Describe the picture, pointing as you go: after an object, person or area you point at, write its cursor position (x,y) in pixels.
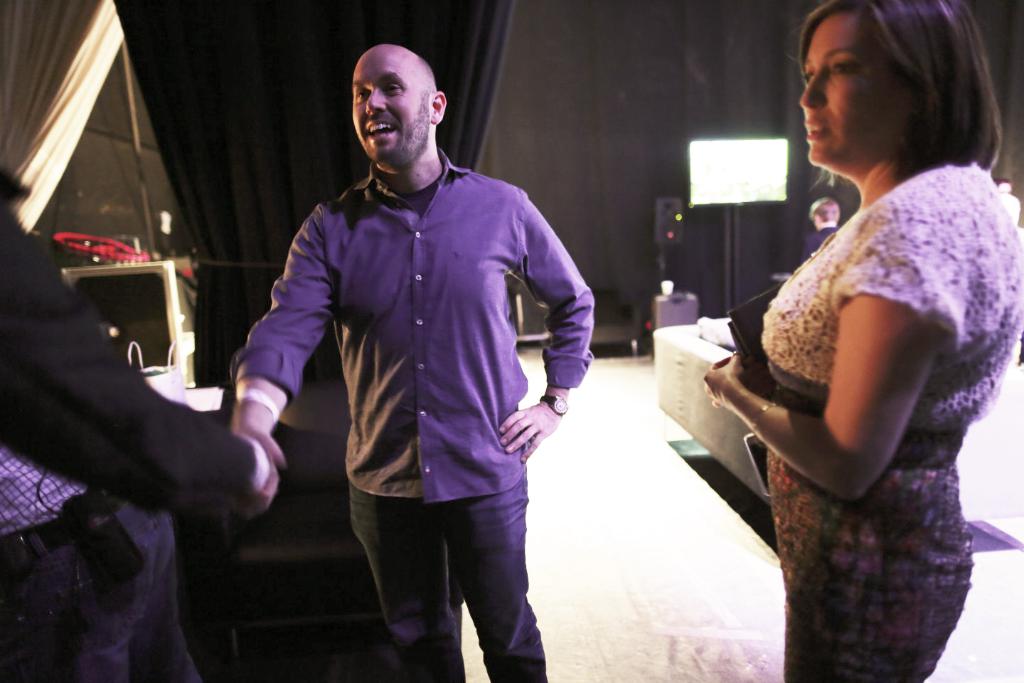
In this image we can see people (366,475). Here we can see floor (641,523), couch (675,357), curtains (284,9), screen (766,179), wall (621,205), and few objects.
